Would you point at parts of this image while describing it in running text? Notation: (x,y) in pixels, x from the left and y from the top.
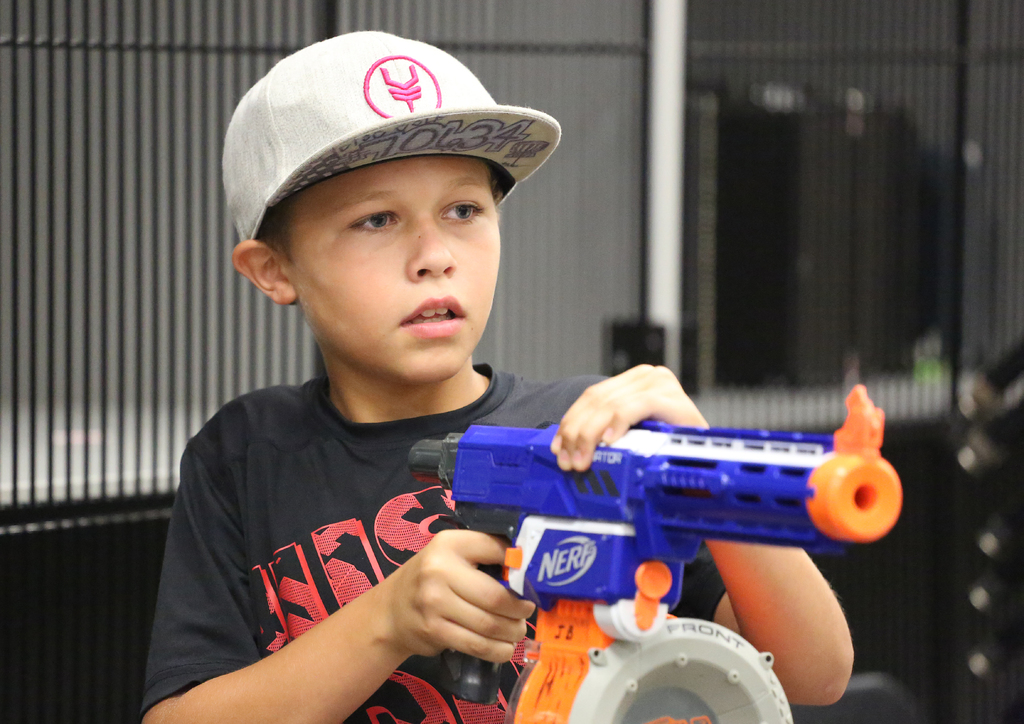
In this image I can see a boy (697,417), holding a gun (556,499) and wearing a cap (307,160) and in the background (237,71) I can see the fence (67,203).
